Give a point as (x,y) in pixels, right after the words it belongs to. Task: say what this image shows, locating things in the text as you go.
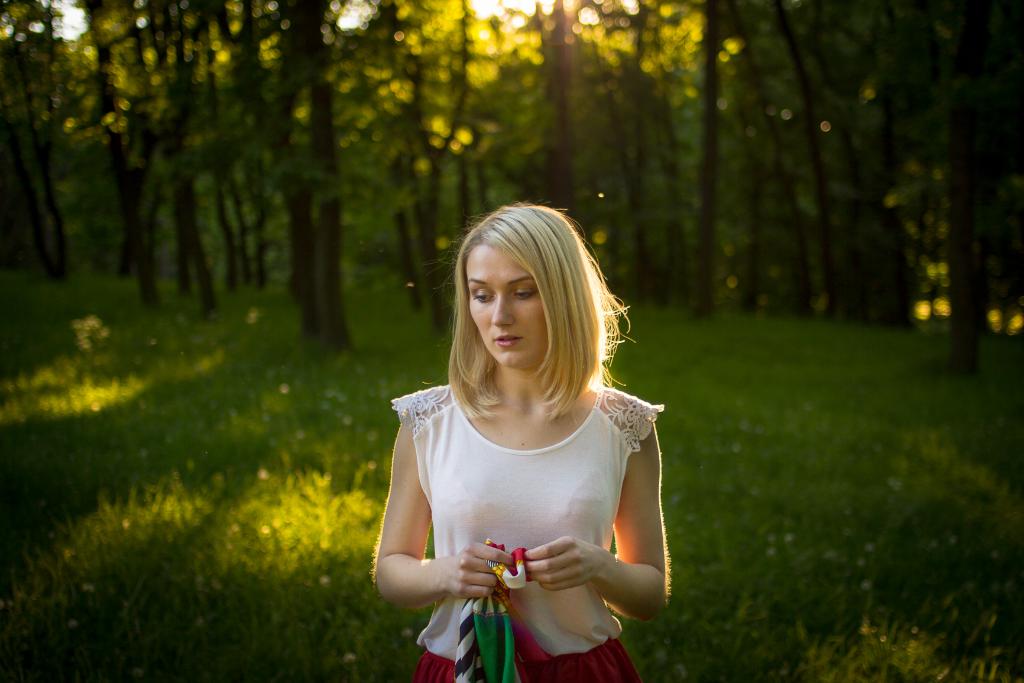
In this image in the foreground (535,403) there is one woman (548,448) who is holding a scarf (497,612) and in the background (638,142) there are some trees (82,167), at the bottom (706,535) there is grass (683,533).
